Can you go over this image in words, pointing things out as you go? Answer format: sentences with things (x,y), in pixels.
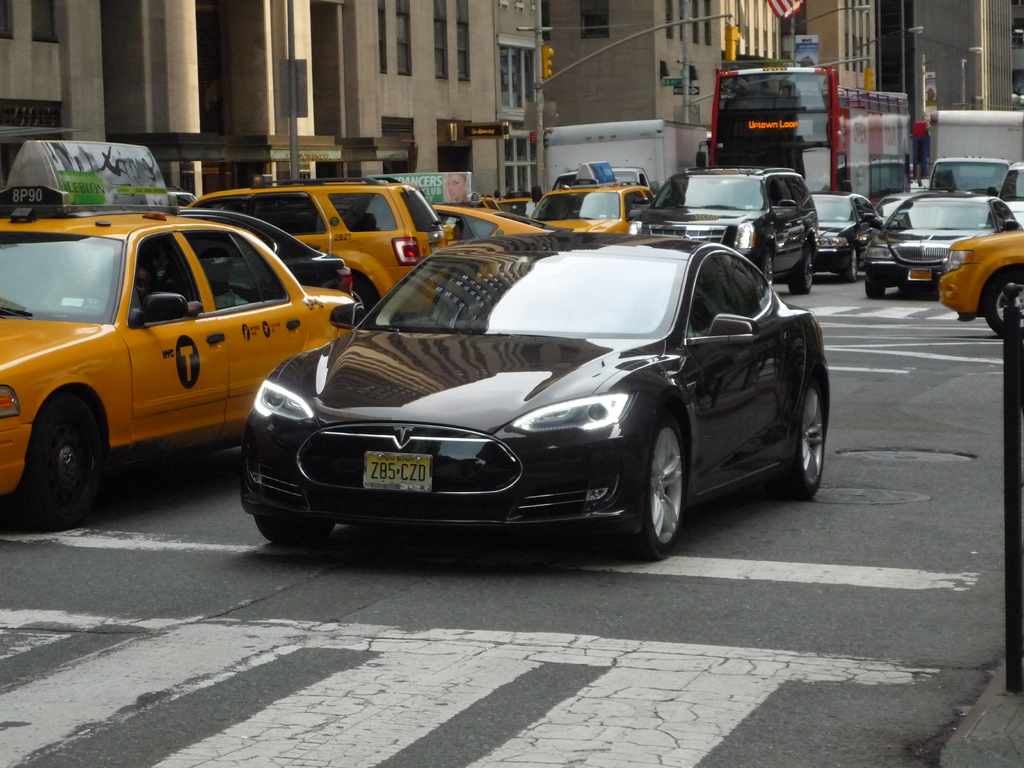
In the center of the picture (448,502) there are cars (432,231), truck (978,137), bus (842,171) on the road (937,299). In the background (742,27) there are buildings (932,28), signal lights (549,67), street lights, board (297,101) and other objects (295,130).
